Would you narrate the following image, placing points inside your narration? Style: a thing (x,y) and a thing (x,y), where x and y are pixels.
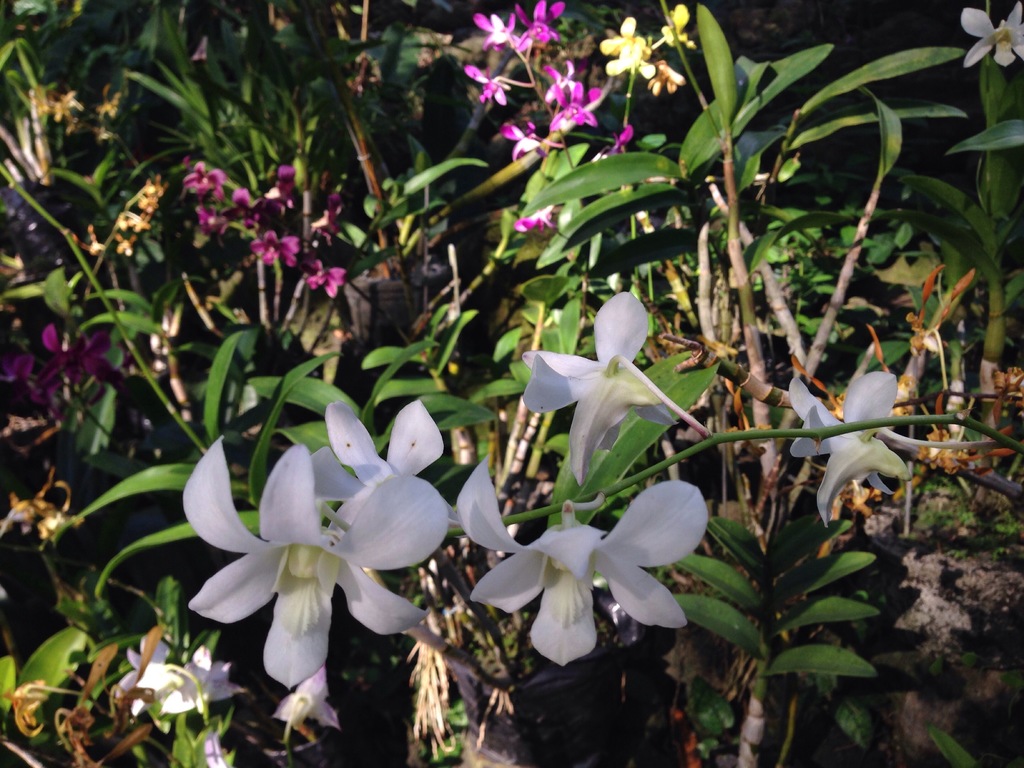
In the image we can see there are flowers (405,453) on the plant (400,236). There are white colour and pink colour flowers (221,674).
